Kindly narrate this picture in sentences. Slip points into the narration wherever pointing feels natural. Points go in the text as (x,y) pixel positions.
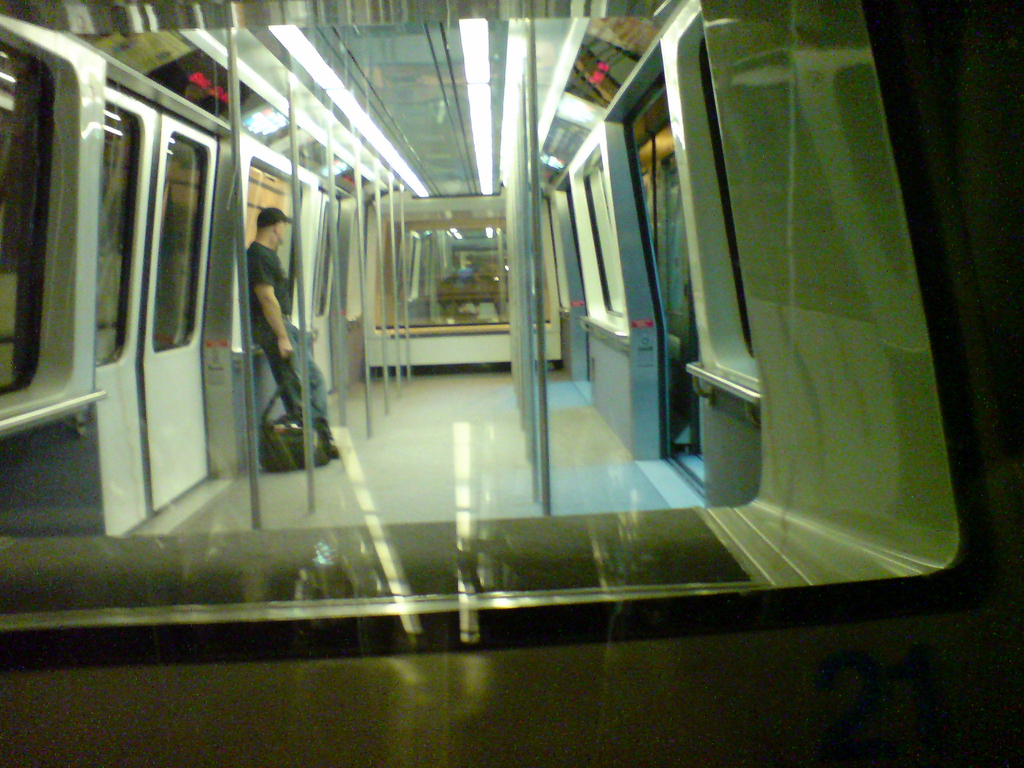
This image consists of a train (535,665). In the front (295,637), we can see a window (839,519). On the left (285,391), there is a man (289,408) standing. Beside him, there is a bag (295,452). And we can see the metal poles (407,356). On the left (20,320) and right, there are windows (23,342) and doors (150,353). At the top (376,133), there are lights (482,127).
